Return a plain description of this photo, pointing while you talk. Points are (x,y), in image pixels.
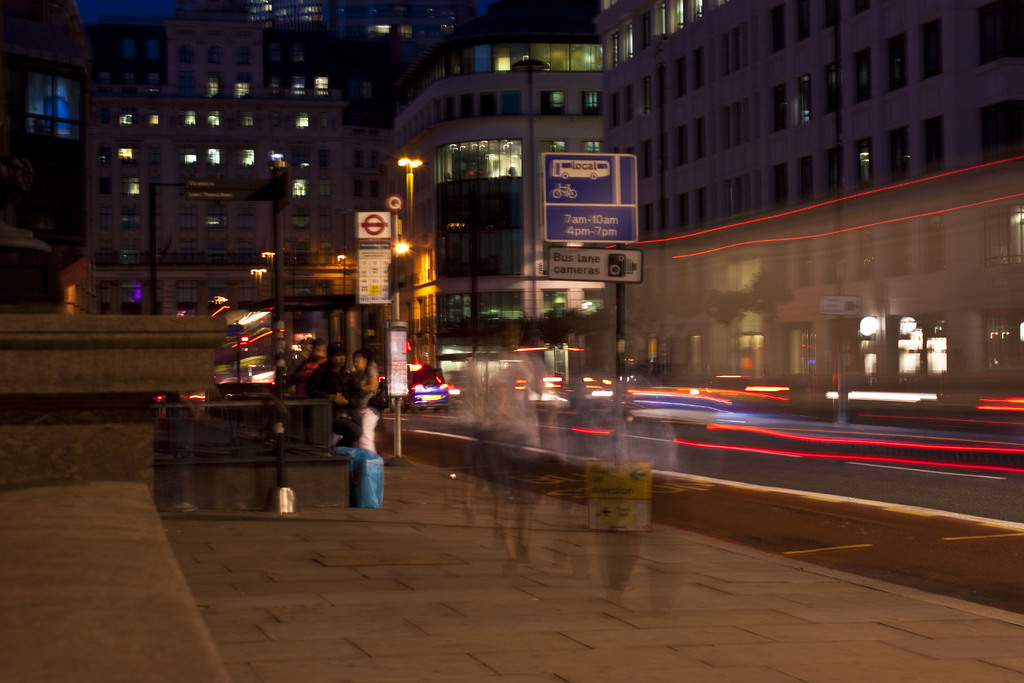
This is the street view of a city (368,374), in this image there are a few cars (721,425) passing on the road (559,414) and there are sign boards (549,229) on the pavement (391,502) and there are a few people (339,435) standing on the pavement (380,517), in the background of the image (493,298) there are buildings (665,279).
